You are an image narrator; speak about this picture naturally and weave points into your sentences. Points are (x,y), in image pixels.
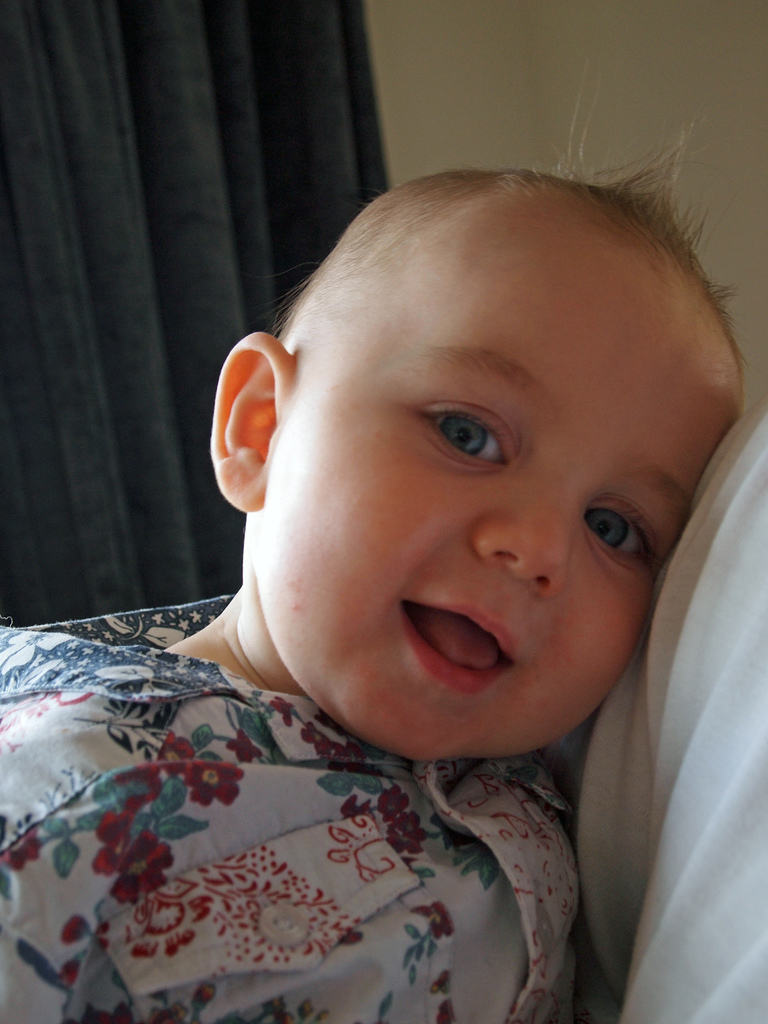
In the picture there is a baby (450,281) present, behind the baby (405,243) there is a wall (418,83) and there is a curtain (270,44) present.
